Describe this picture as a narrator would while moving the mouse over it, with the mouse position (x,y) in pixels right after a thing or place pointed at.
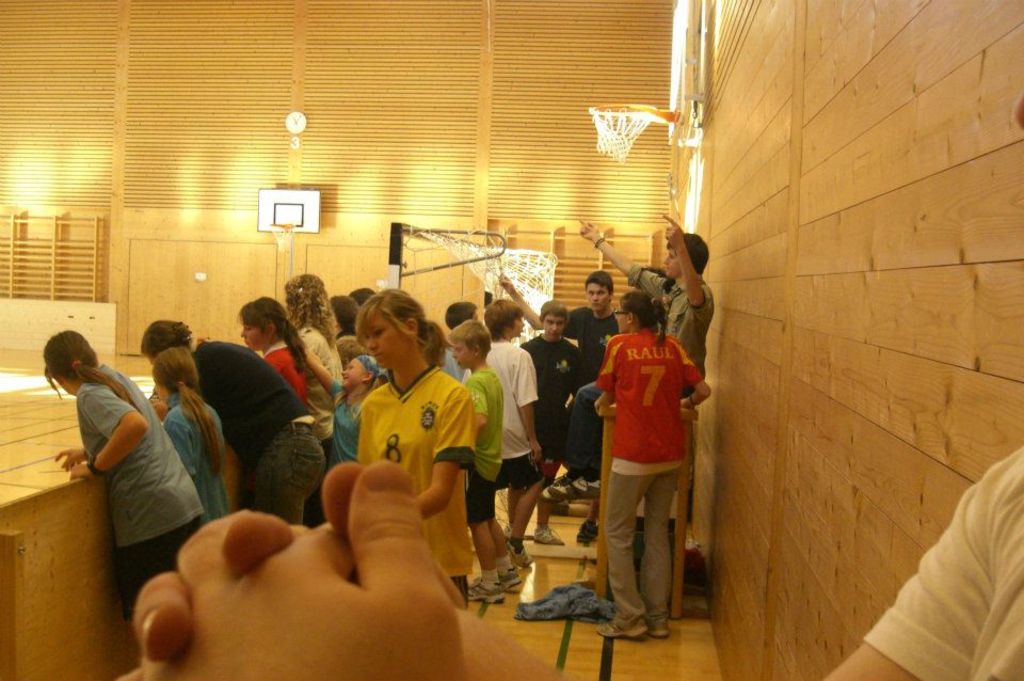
This picture looks like a basketball court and I can see few people (479,384) are standing and couple of basketball nets (280,249) on the walls (401,164) and I can see a clock (300,125) on the wall (300,106).
